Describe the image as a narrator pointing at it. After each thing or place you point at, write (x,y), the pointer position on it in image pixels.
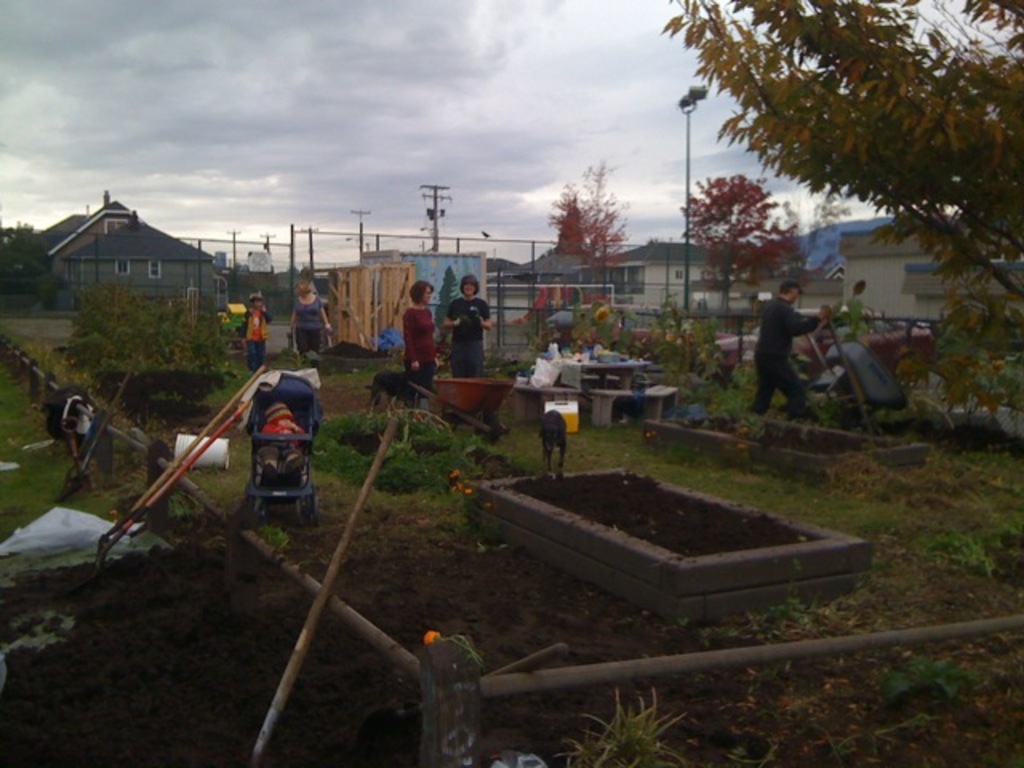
In this image, we can see few trees (971,370), plants (621,313), people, poles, sticks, houses (79,251), dogs (399,393), benches (525,398). Here there is a stroller (307,403). Baby (294,424) is there inside. Background (554,107) there is a cloudy sky (432,108).
